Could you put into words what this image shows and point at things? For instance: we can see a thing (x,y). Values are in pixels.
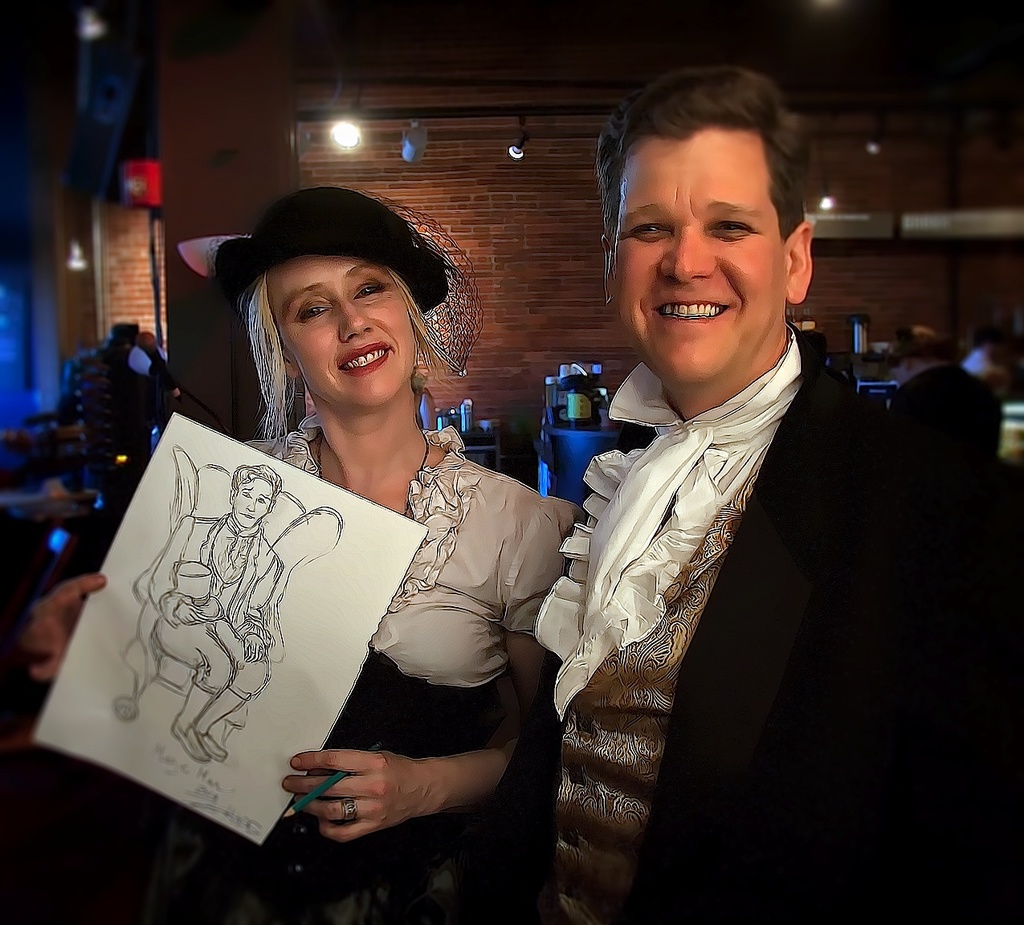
In the image we can see there are people (505,564) standing and a woman (245,845) is holding pencil sketch paper (250,704) and pencil (309,802) in her hand (358,779). She is wearing hat (219,254) and behind there is wall (551,157) made up of red bricks (382,135). There are lightings (189,245) on the wall (140,211) and background of the image (124,451) is little blurred.
